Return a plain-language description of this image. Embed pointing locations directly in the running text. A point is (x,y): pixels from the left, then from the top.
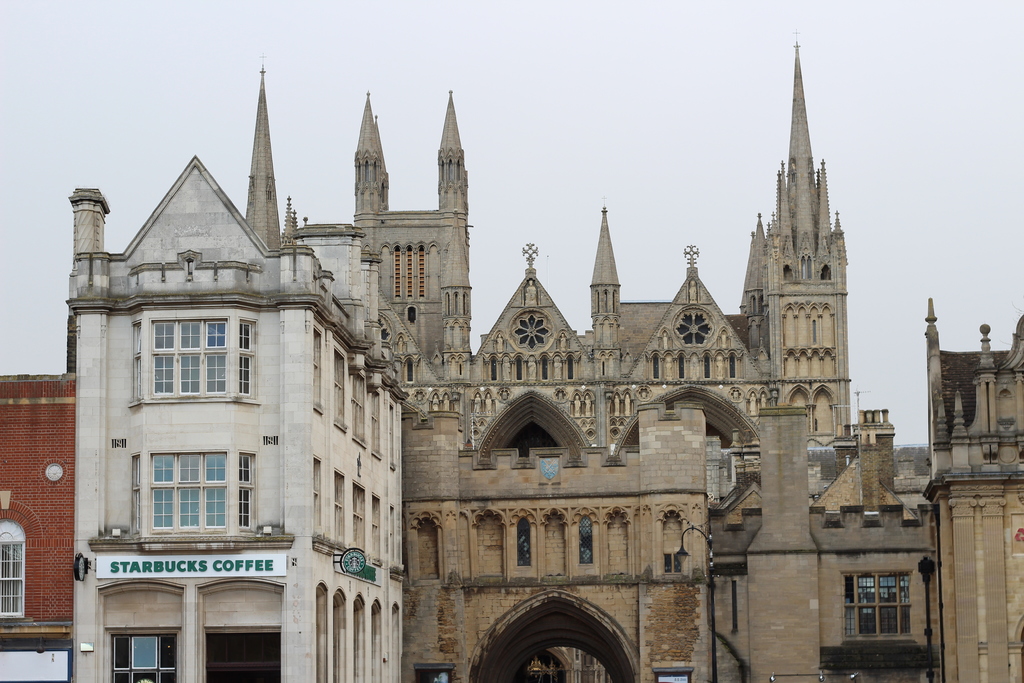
In this image in the center (492,401) there are some buildings (708,510), and on the left side (116,570) there is some text (181,565). And in the background (308,55) there is sky (999,158), and also i can see some poles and windows (888,587) and clock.
